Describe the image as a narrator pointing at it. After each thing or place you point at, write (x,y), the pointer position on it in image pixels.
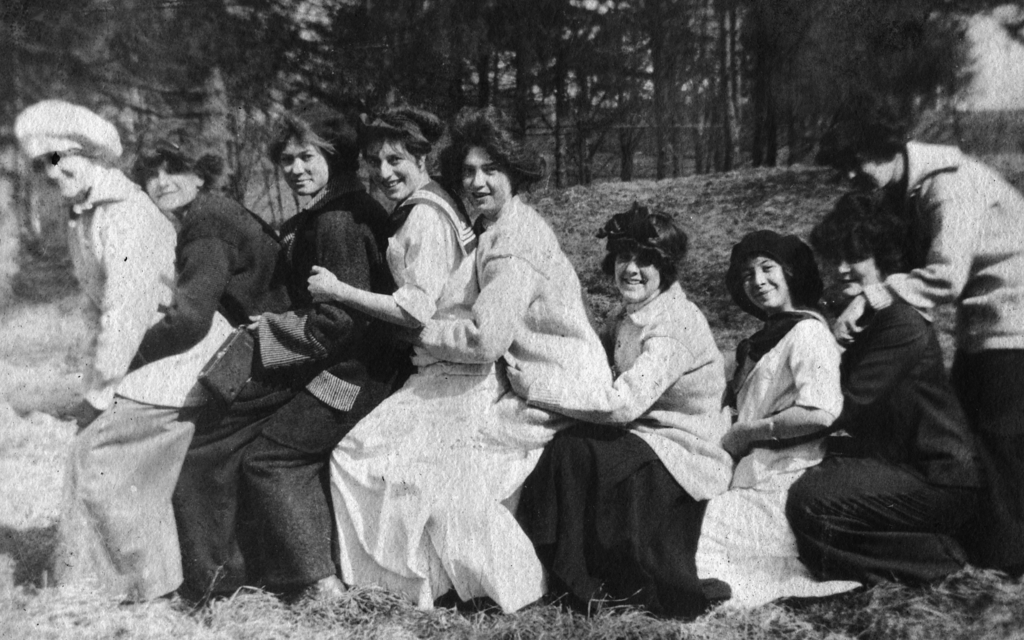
This is a black and white image, in this image in the center (541,315) there are some people (403,345). And at the bottom (52,484) there is grass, and in the background (561,123) there are trees (688,110) and grass (681,204).
